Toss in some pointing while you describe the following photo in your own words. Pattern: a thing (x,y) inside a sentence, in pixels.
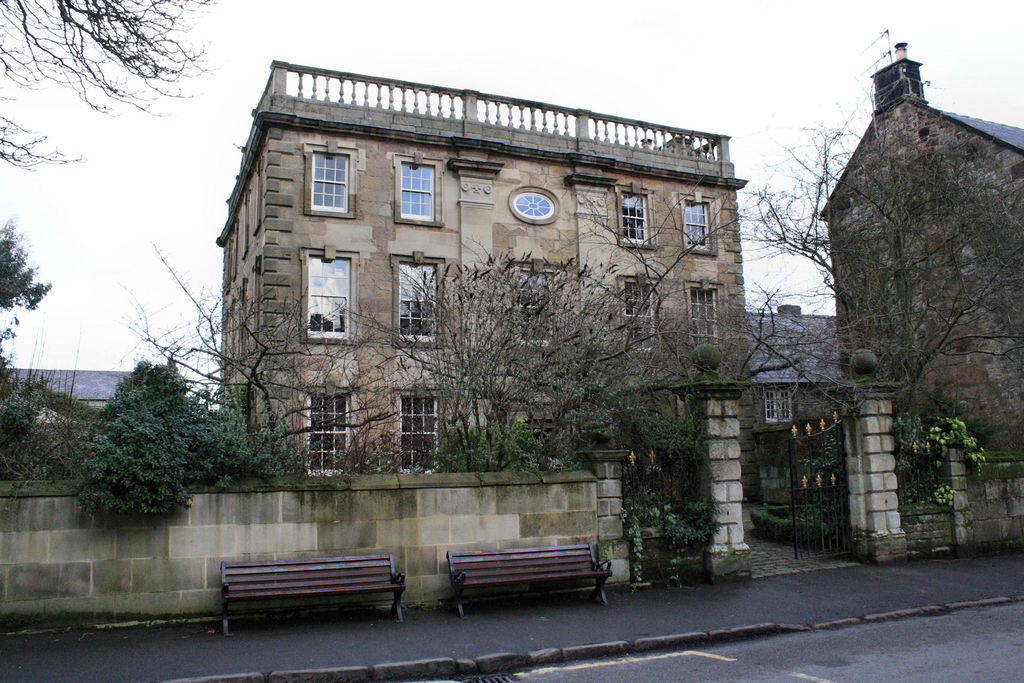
In this image I can see at the bottom (456,603) there are benches (464,590), in the middle (500,367) there are trees (473,372), in the background (288,376) there are buildings (687,289). At the top (519,61) there is the sky (504,60).
